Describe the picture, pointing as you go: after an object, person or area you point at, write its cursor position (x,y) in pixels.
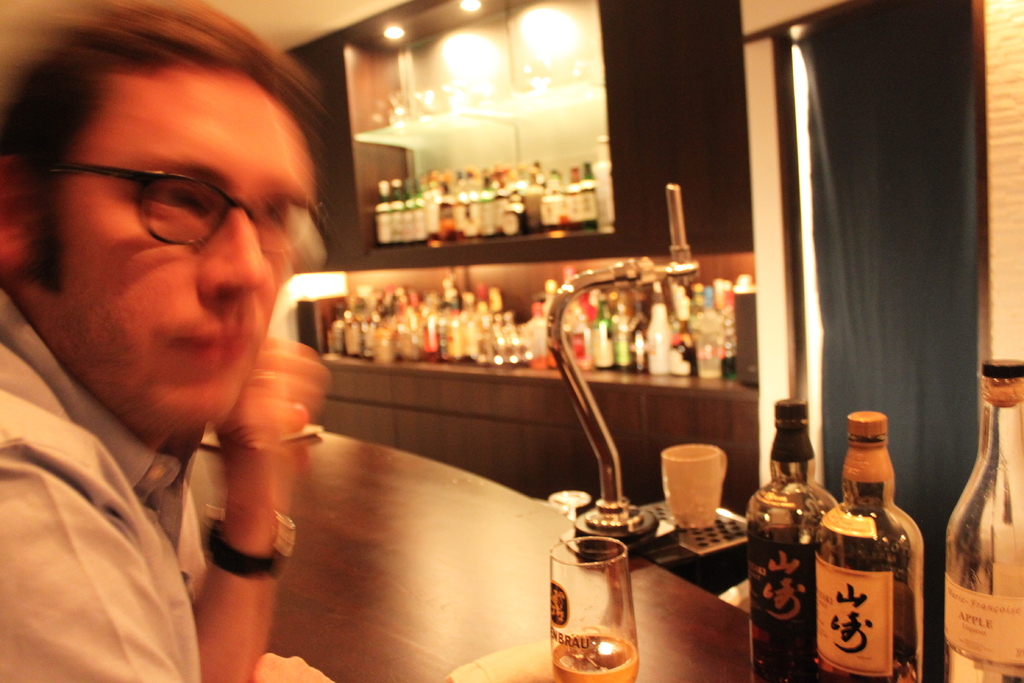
In this image i can see a person (112,368) sitting in front of a table (422,568), On the table (437,560) i can see wine bottles (815,578) and a glass (573,573). In the background (440,330) i can see few wine bottles (440,330) and a mirror (485,160).
